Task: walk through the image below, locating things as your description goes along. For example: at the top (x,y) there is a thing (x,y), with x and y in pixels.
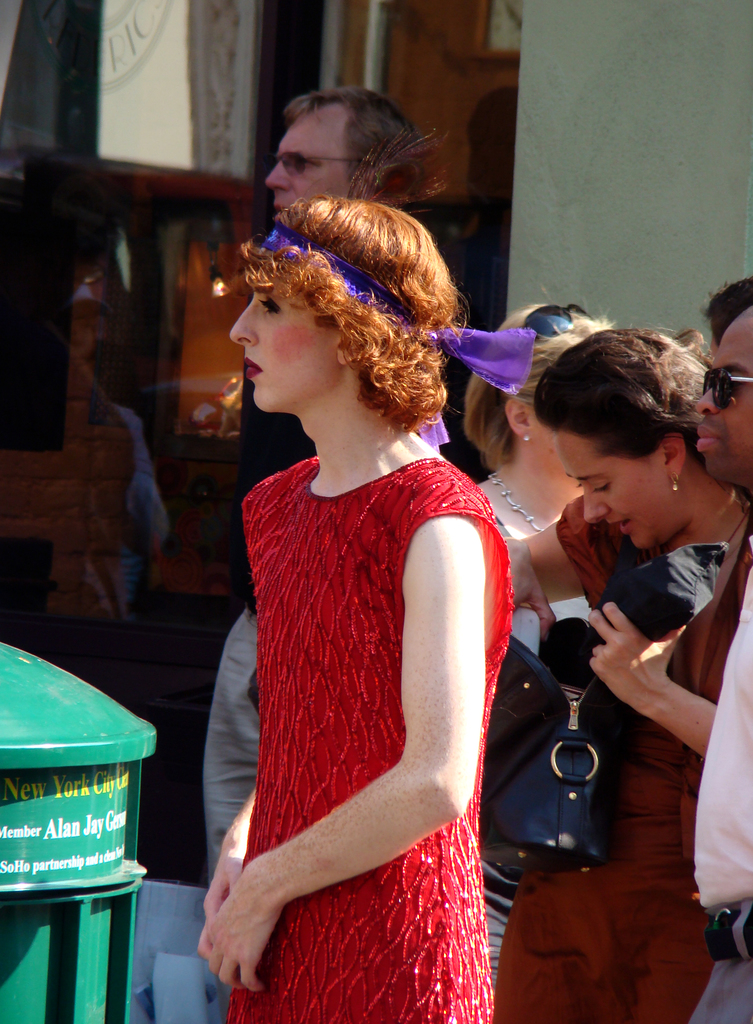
In the picture we can see a woman (285,844) standing on the path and she is wearing a red dress (275,844) and has a brown hair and a blue ribbon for the hair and beside her we can see a litter bin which is green in color and in the background (586,421) we can see some people (694,704) are standing near the wall (705,258).
